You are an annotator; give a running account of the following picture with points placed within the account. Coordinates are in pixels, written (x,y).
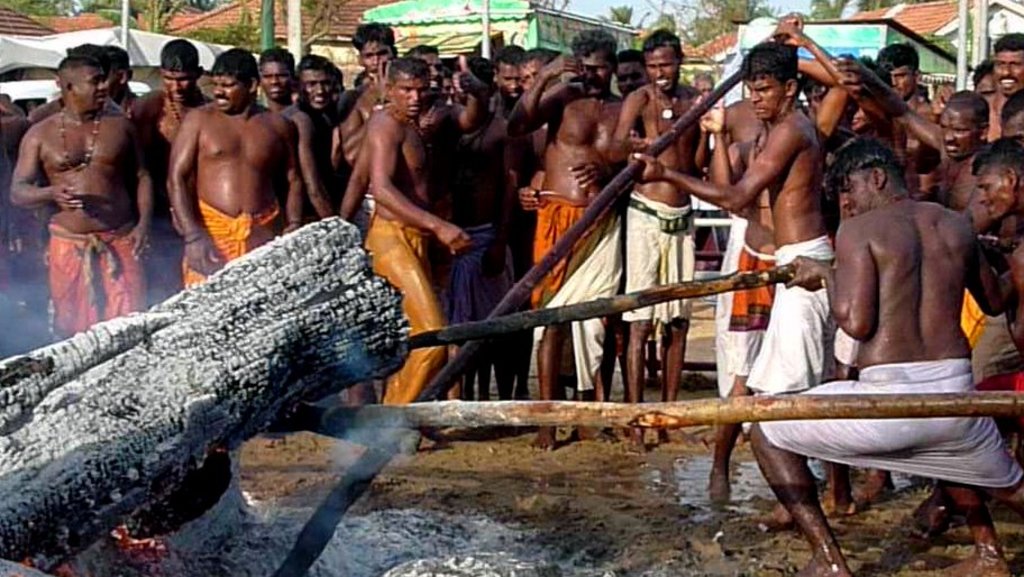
In the image there are a group of people (762,339) burning some objects (257,261) with the help of wooden sticks (615,197) and behind them there are many other people (640,133), in the background (345,21) there are houses (345,8) and trees (730,6).
